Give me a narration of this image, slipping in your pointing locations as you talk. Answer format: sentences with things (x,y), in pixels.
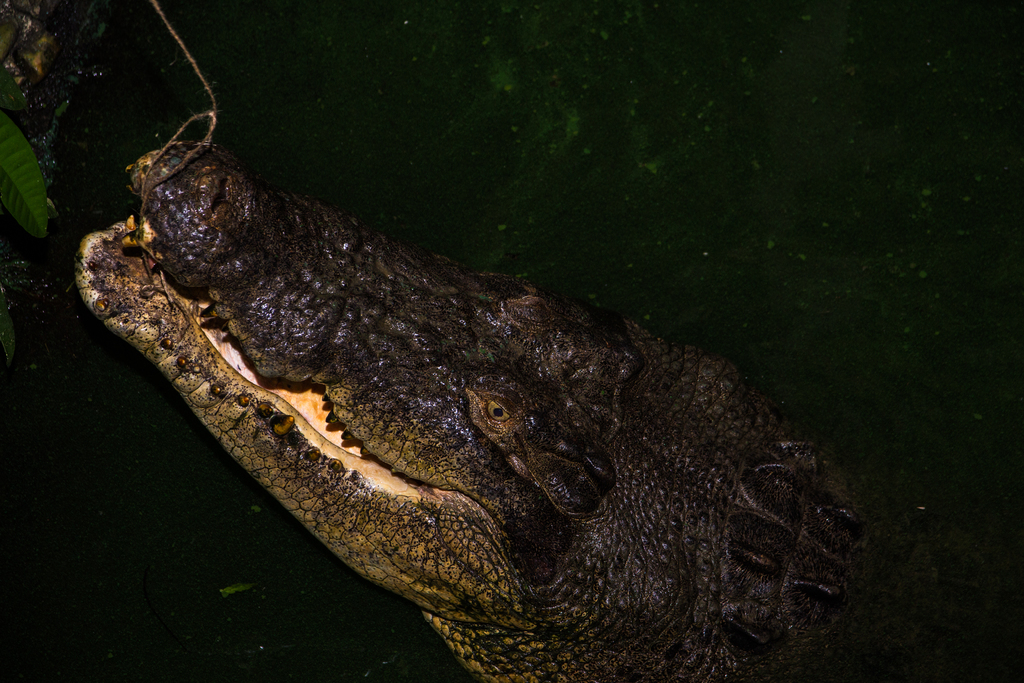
In the image we can see a crocodile (398,508), leaves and the background (898,167) is dark.
